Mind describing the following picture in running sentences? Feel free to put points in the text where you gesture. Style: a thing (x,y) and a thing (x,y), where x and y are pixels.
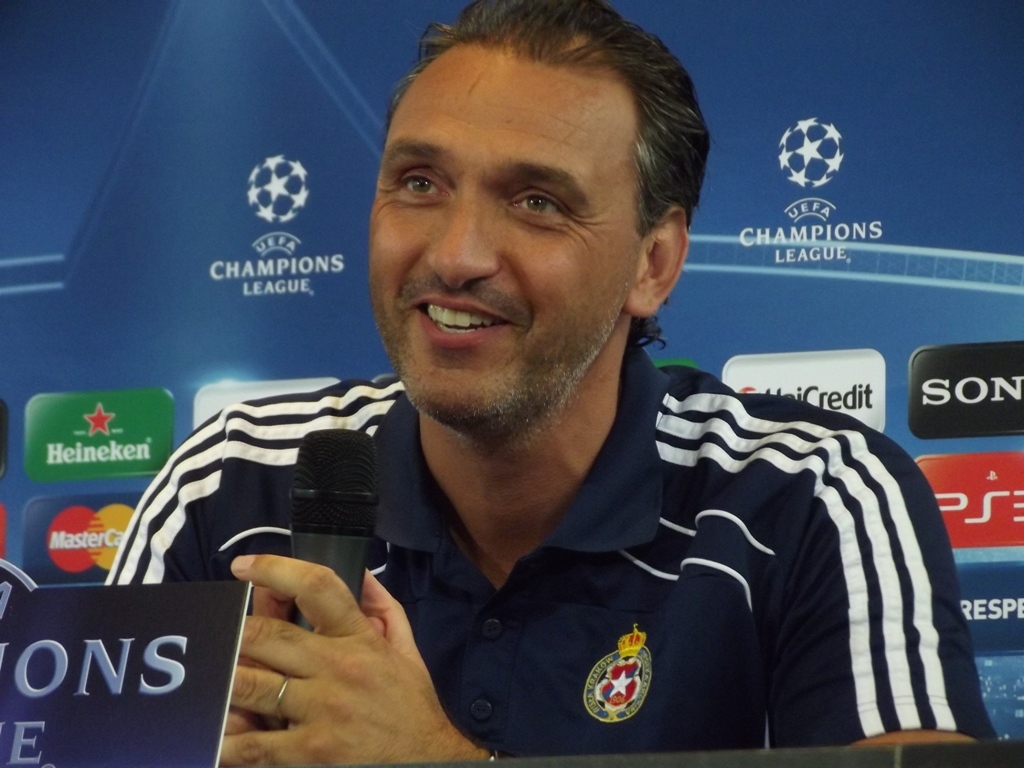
In this image I can see a person (276,490) holding a microphone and the person (476,56) is wearing blue color shirt (698,632). Background (957,227) I can see a board (242,208) in blue color.
